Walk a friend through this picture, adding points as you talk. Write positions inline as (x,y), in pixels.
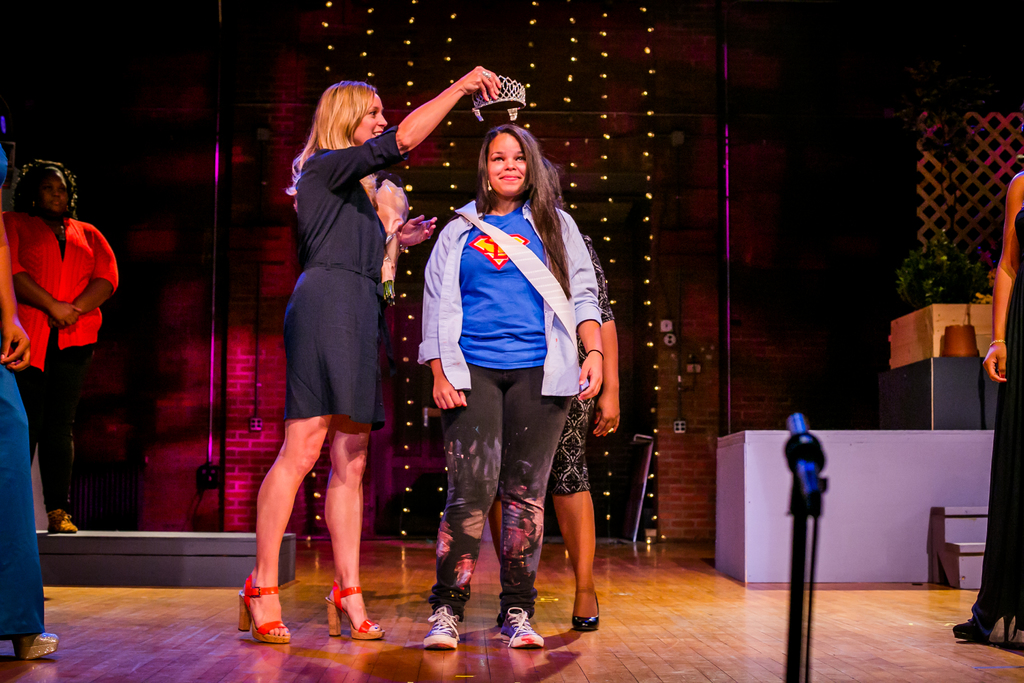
In this image, we can see persons (80,273) standing and wearing clothes (77,252). There is a person (308,235) in the middle of the image (351,273) wearing clothes (323,312) and holding a crown (510,93) with her hand (463,86). There is a person hand (1002,293) on the right side of the image (1002,293). There are some lights (576,59) in the middle of the image (406,250).
